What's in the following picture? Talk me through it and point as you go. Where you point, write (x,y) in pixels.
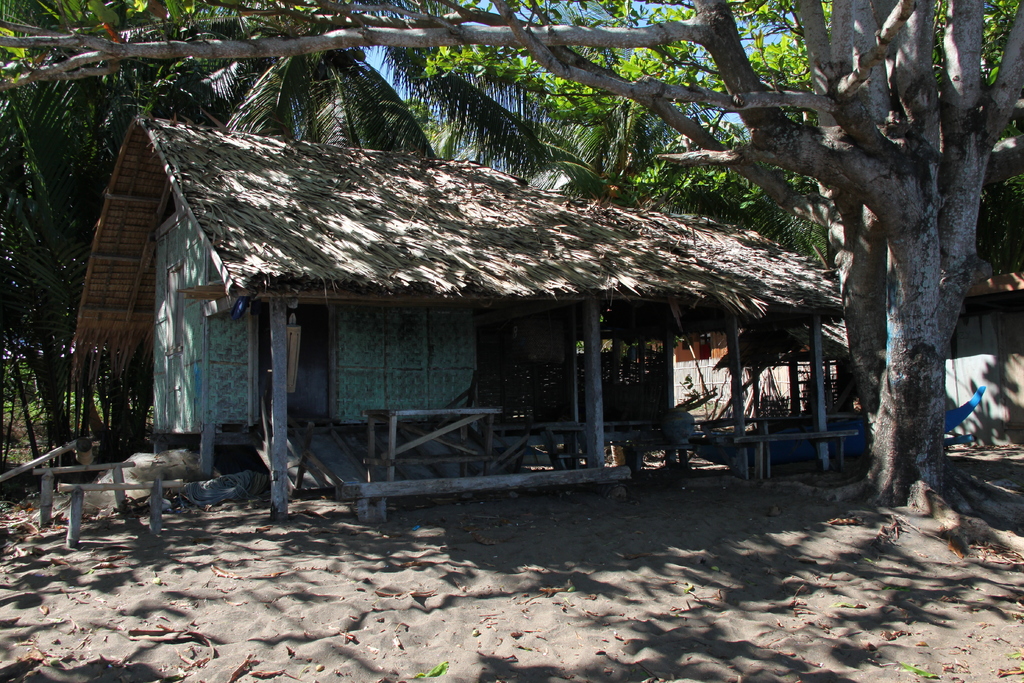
In this image we can see a hut (601,306) on the ground (5,507). In the background (91,125) we can see several trees (916,164).
